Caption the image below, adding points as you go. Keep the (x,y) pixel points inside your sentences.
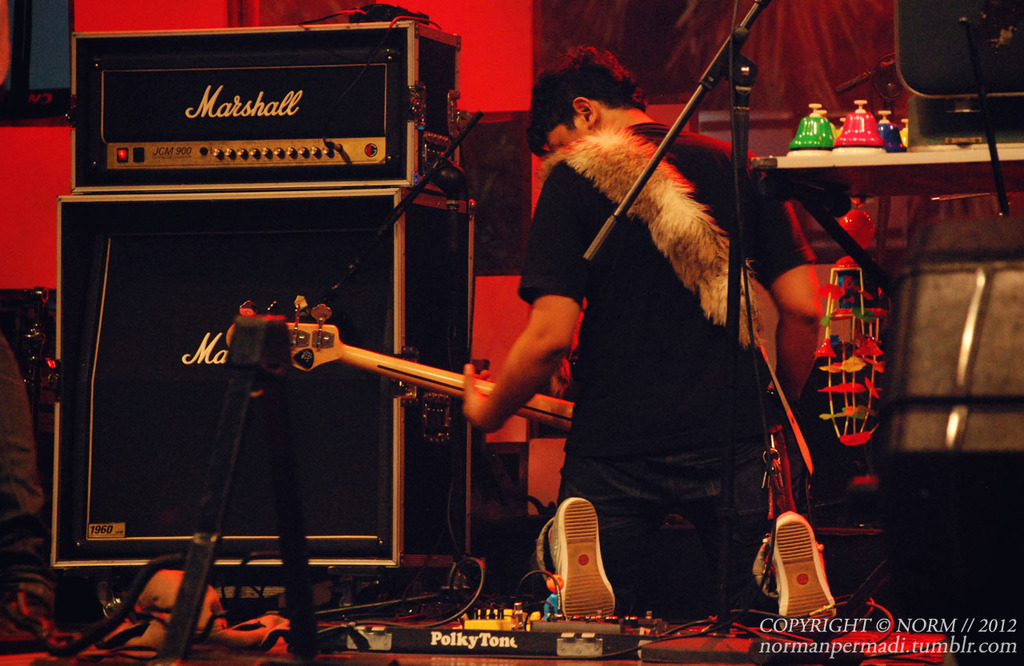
The person (628,326) wearing black shirt (628,350) is playing guitar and there are some boxes (396,242) in front of him and the background (498,64) is red in color.
